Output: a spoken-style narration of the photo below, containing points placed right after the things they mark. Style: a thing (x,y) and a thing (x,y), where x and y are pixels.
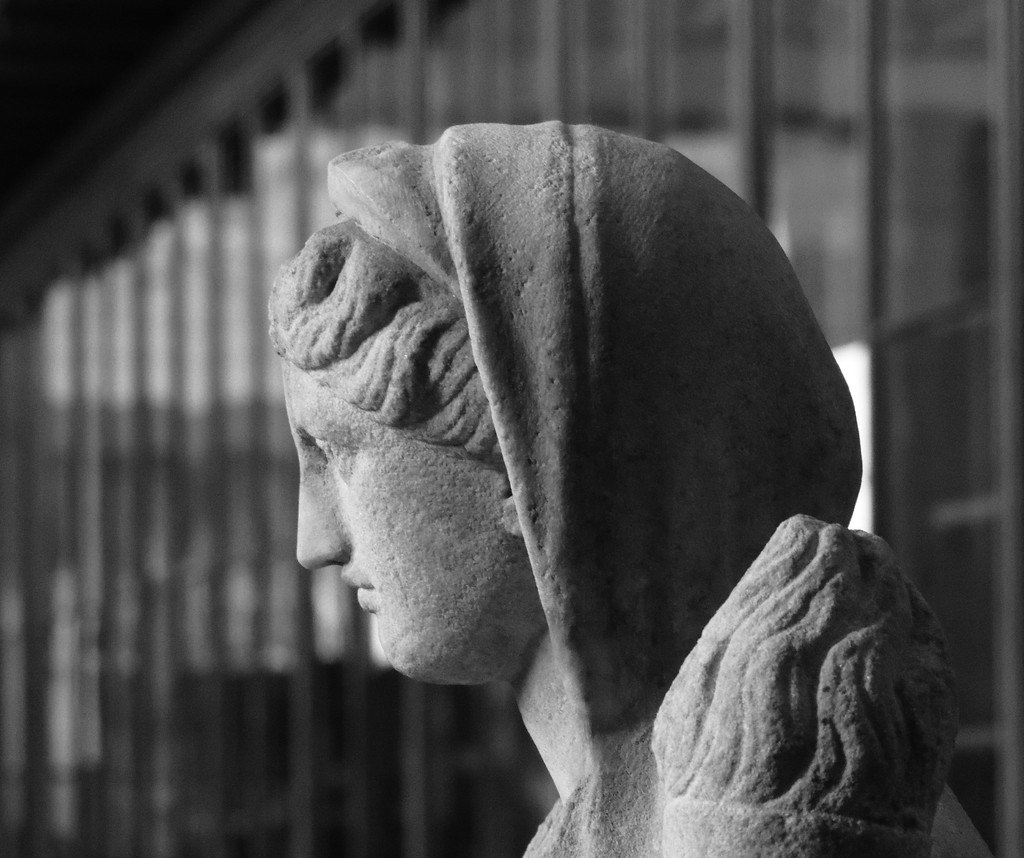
In this image I can see grey colour sculpture (403,645) of a woman (450,565). I can see this image is little bit blurry from background (135,124).
